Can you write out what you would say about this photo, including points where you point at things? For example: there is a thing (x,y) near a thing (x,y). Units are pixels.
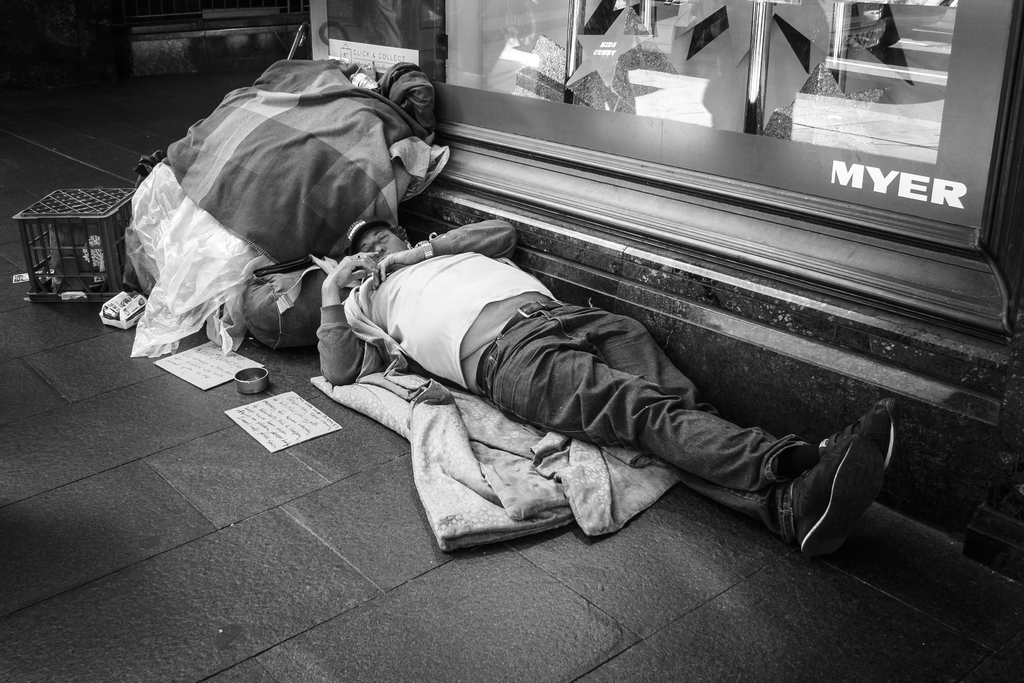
This is a black and white picture. We can see a man (443,326) is lying on the cloth (386,380). On the left side of the man (343,336) there are papers (209,364) and behind the man (380,303) there is another cloth (273,181), polythene cover (173,293) and some objects (96,263). On the right side of the man (470,270) there is a board (967,36).
